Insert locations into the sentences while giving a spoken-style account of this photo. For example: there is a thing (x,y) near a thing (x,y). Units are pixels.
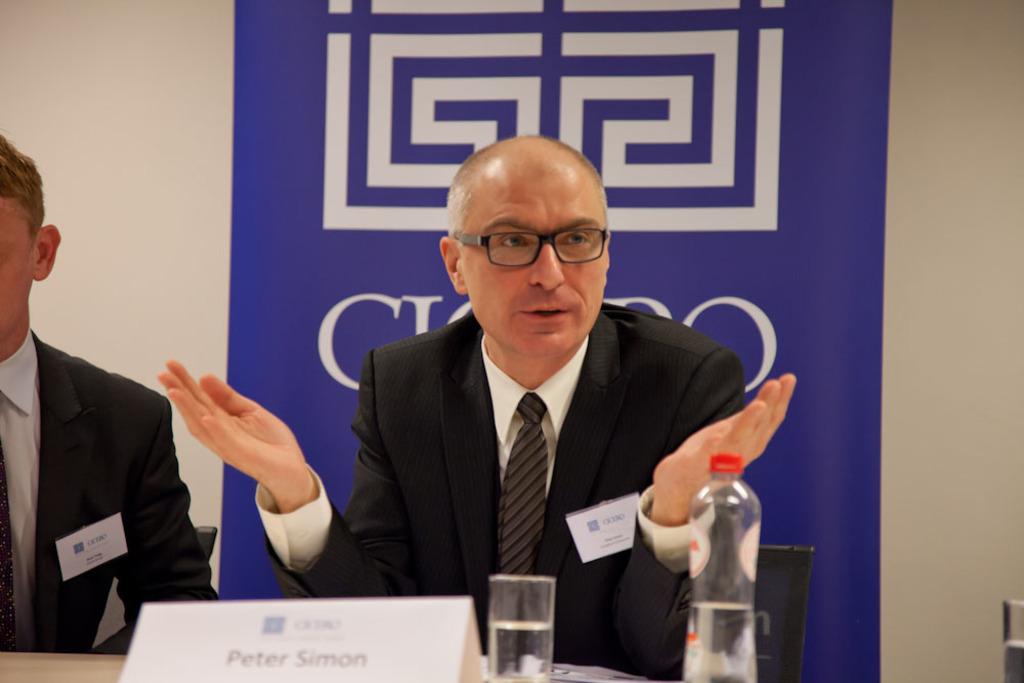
In this image, we can see two people (361,425) are in a suit (427,440). Here a person (576,395) is talking and wearing glasses (517,261). Background (785,267) there is a banner (630,81) and wall (909,466). At the bottom (376,668), we can see name board (330,676), glasses (533,653) with water (530,633), bottle (734,655) and some objects (791,671) we can see.
